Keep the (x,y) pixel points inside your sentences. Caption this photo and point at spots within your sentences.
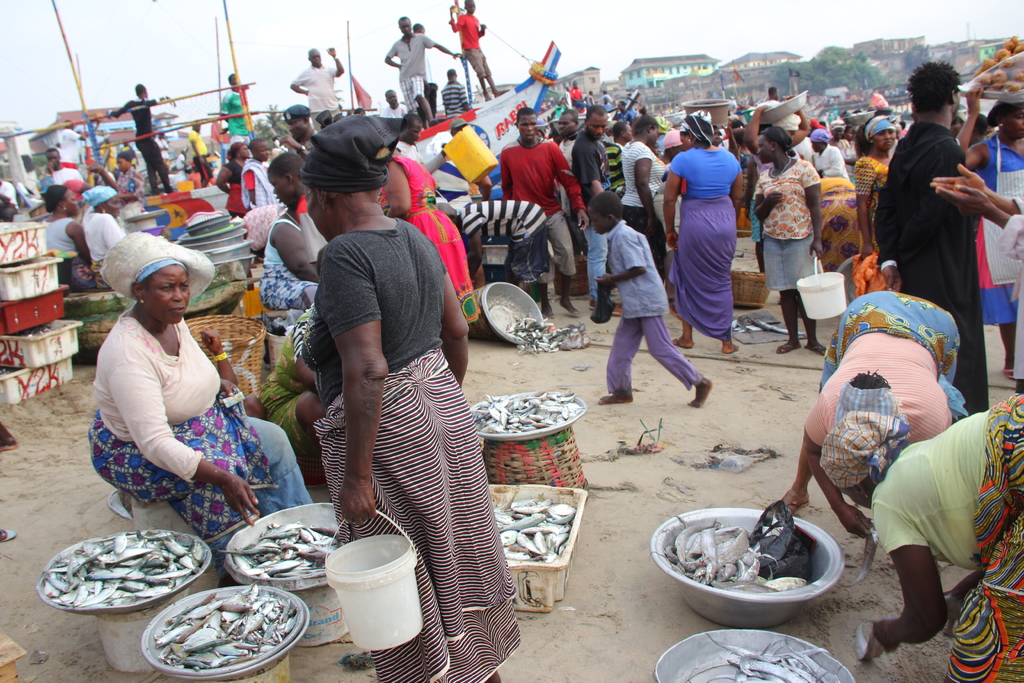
In this image we can see some persons (972,218), fishes (85,562), containers (25,359) and other objects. In the background of the image (667,239) there are some persons (519,122), containers (860,122), ships (549,85), buildings (677,72), trees (843,79) and other objects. At the top of the image (341,86) there is the sky (35,77).
